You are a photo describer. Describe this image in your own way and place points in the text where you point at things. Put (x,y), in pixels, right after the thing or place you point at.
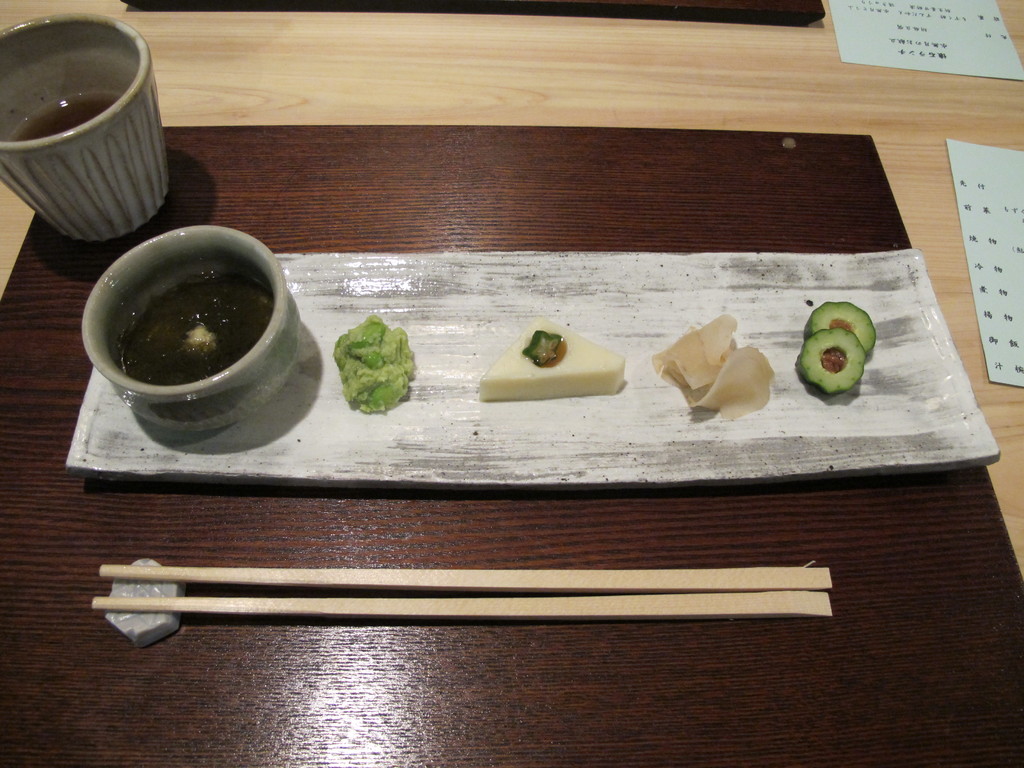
In the image we can see there is a chopstick (245,605) on the table (289,619) and in a tray (660,310) there are food items (736,367) and in a bowl (207,385) there is a soup (203,343) and in a glass (72,178) there is a juice (72,117) and the table (627,235) is made up of wood (616,732) and the chopsticks (527,607) also.
